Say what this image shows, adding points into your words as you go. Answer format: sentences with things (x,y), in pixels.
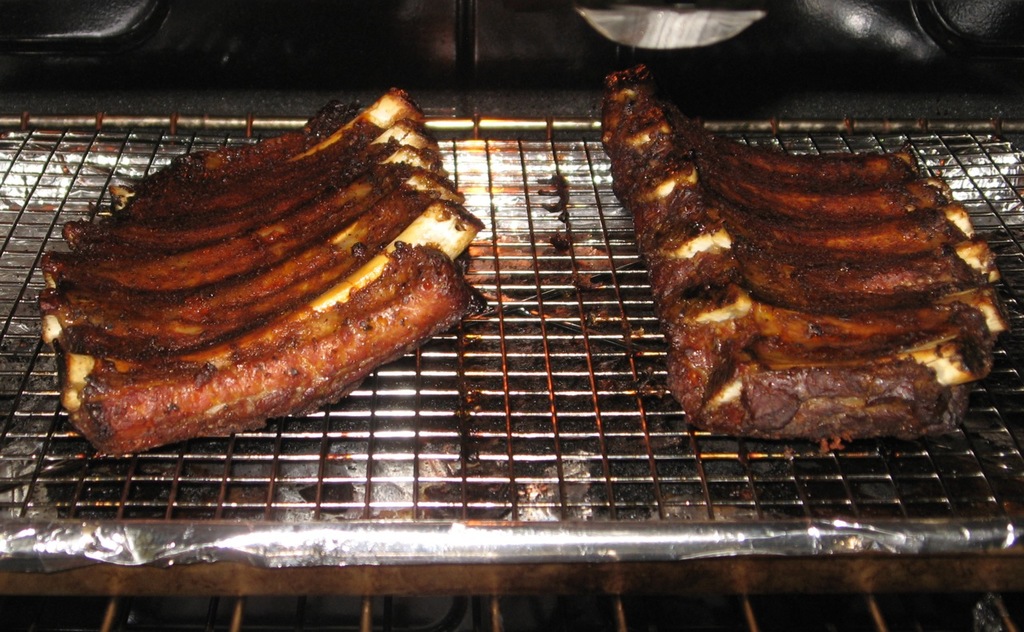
In this image I can see there are food items (260,301) on the grill (593,371).
